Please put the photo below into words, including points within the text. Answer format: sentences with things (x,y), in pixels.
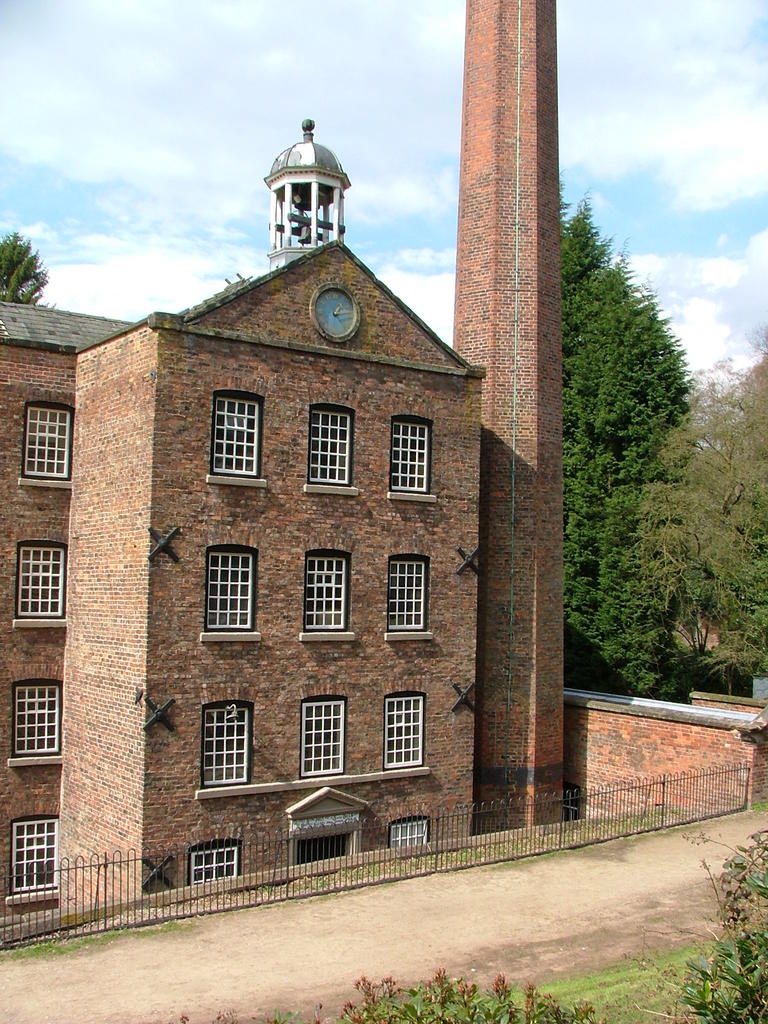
In this picture we can see few buildings (274,408), trees (632,558), fence (663,807), clouds (767,166) and a tower (553,313), and also we can see a clock (330,334).
